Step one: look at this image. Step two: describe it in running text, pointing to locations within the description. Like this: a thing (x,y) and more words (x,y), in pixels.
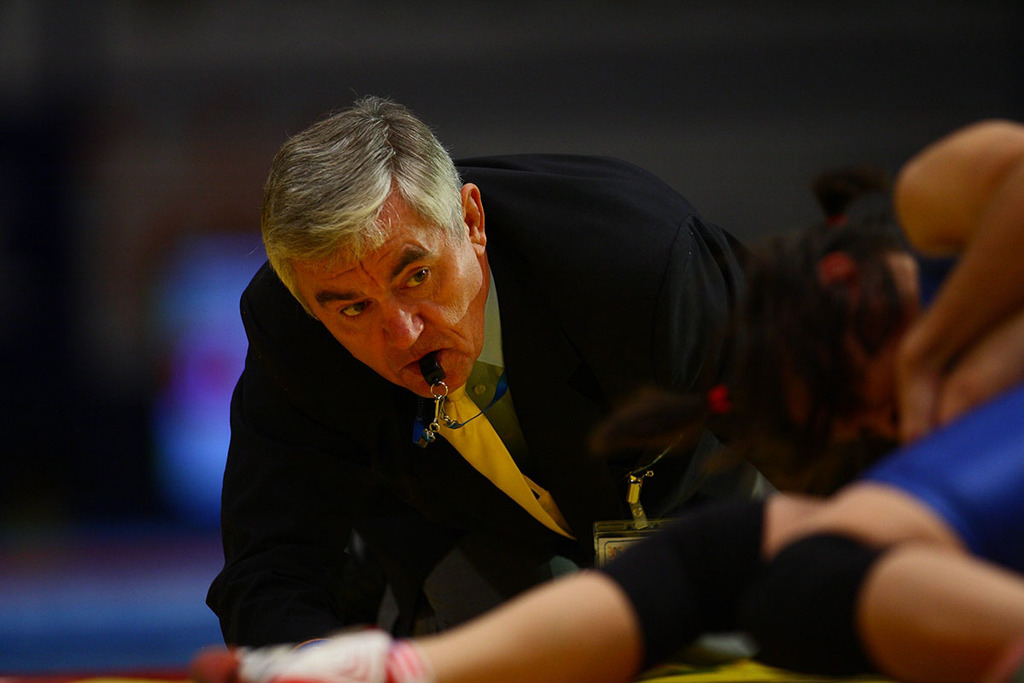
In this picture I can see a man (420,371) with a whistle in his mouth (406,369), there is another person (807,273), and there is blur background (31,11).
